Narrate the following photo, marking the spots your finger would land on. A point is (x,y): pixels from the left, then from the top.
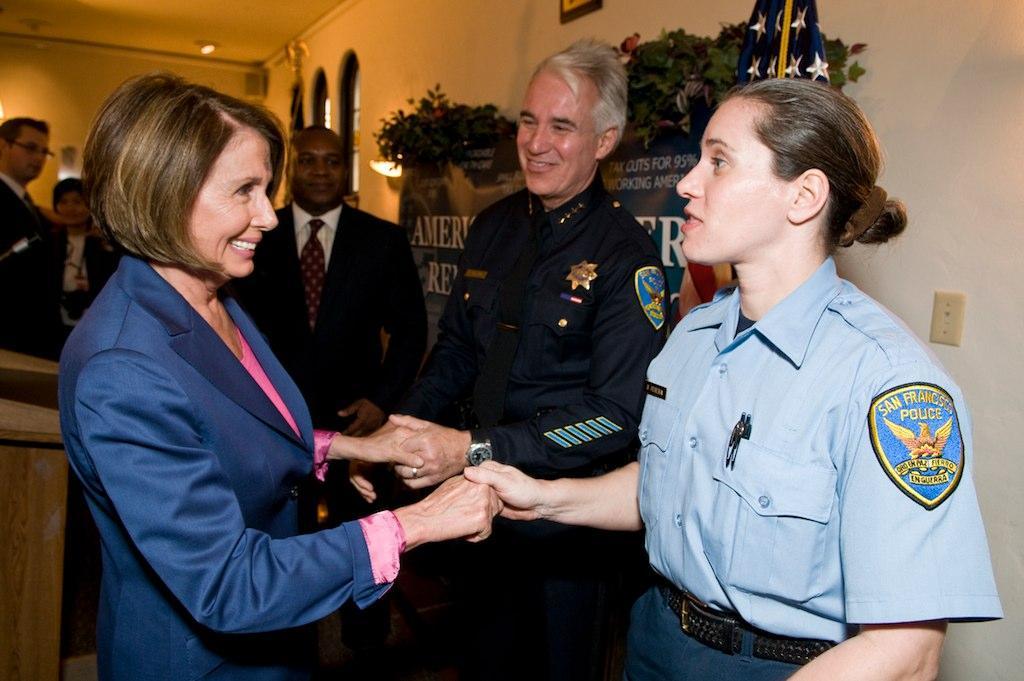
In this image there are three men (502,675) standing, there are three women (174,285) standing, there is a woman (761,355) talking, there is a wooden object (32,472) towards the left of the image (32,414), there is a board (653,211), there is text (678,169) on the board (663,234), there are plants (641,99), there is a flag (787,48) towards the top of the image (765,48), there is a wall (695,25), there is a photo frame (570,12) towards the top of the image (588,11), there are lights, there is roof (197,26) towards the top of the image (197,26).
